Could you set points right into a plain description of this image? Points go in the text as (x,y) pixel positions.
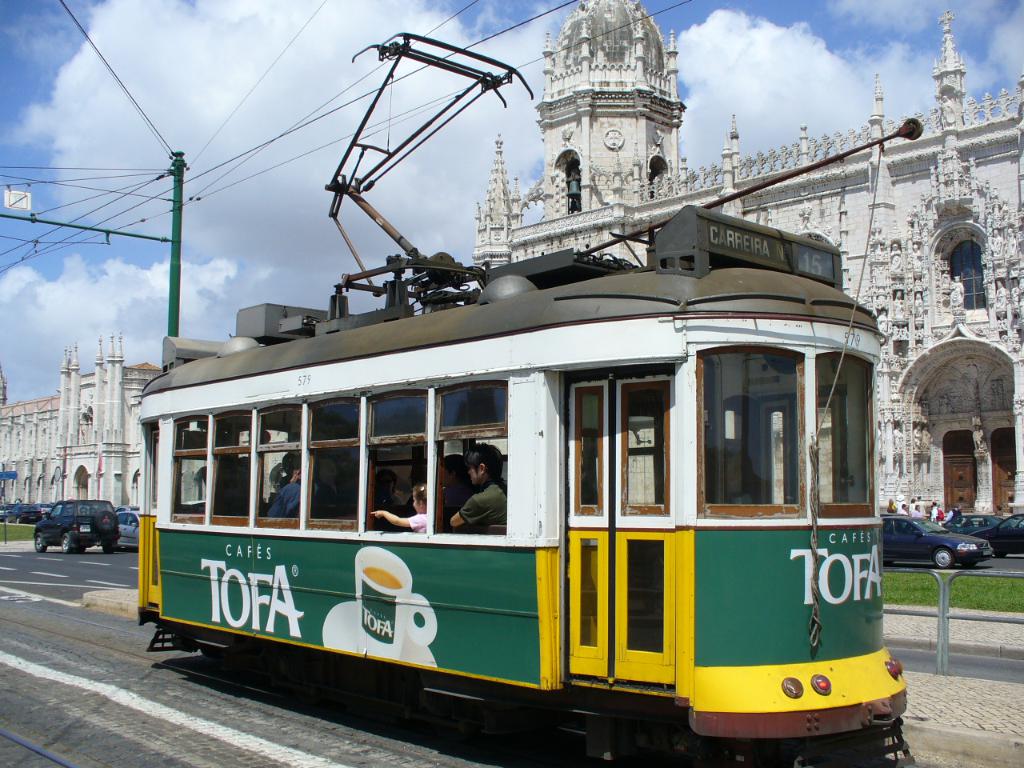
In this image we can see a tram (682,535). Inside the tram (363,496) there are people (296,487). In the back (105,529) we can see vehicles (105,506) on the road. Also there are buildings (657,209). In the background (273,93) there is sky (310,107) with clouds (374,203). Also there is an electric pole (171,241) with wires (120,189). Near to the tram (727,583) there is a railing (940,582).
